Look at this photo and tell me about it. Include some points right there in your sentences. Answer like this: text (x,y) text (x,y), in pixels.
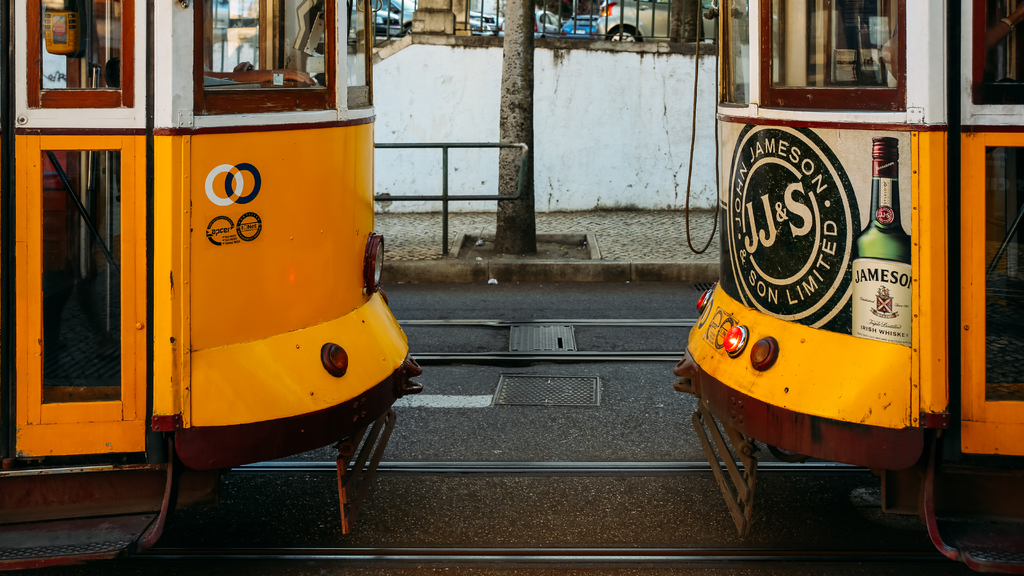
In this image we can see the locomotives (762,415) on the track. We can also see a manhole (571,391) on the road (611,410), the bark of a tree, a metal fence (447,209), a wall (560,174) and some cars (665,31) parked aside.
